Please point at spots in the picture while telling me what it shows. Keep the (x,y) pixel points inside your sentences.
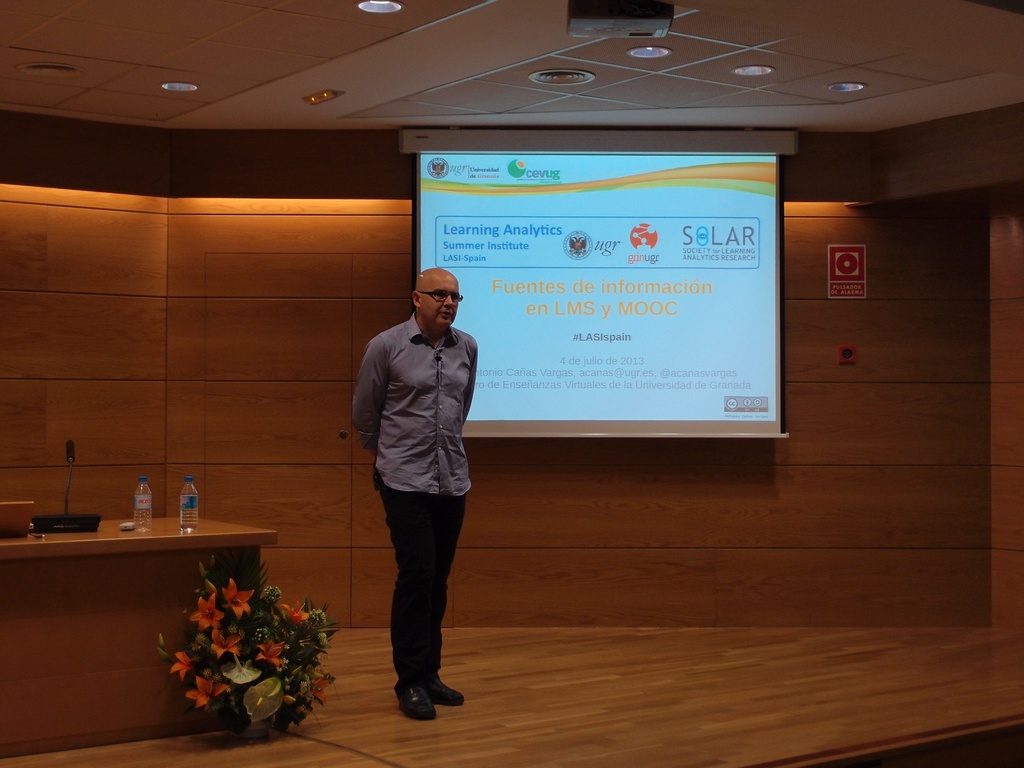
This is an inside view. Here I can see a man (423,459) standing on the stage (380,749). On the left side (64,586) there is a table (94,550) on which two bottles (146,488), laptop (20,531), microphone (66,497) and some other objects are placed. Beside the table (167,582) there is a flower pot (249,652). In the background (535,170) there is a screen (560,283) attached to the wall (398,245). On the screen (585,204), I can see some text (693,238). At the top of the image (610,8) there is a projector (590,15) and also few lights (370,11).
